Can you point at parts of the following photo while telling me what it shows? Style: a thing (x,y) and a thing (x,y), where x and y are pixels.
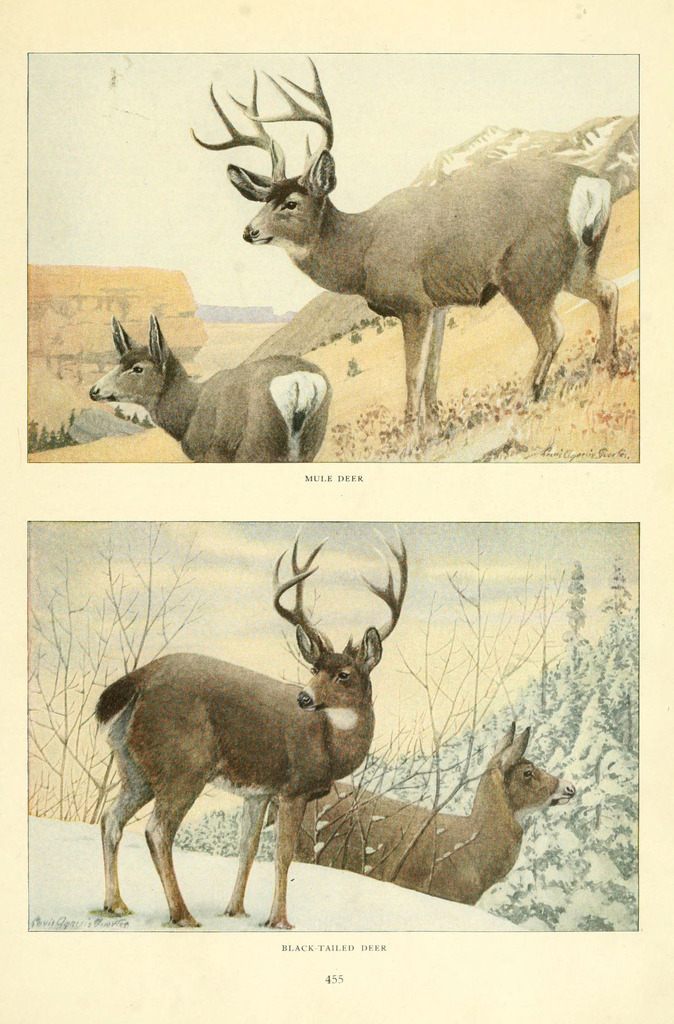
This is a collage image of animals (312,839), trees (578,720), mountains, snow (527,711) and the sky (516,551), below the image there is some text (344,975).
